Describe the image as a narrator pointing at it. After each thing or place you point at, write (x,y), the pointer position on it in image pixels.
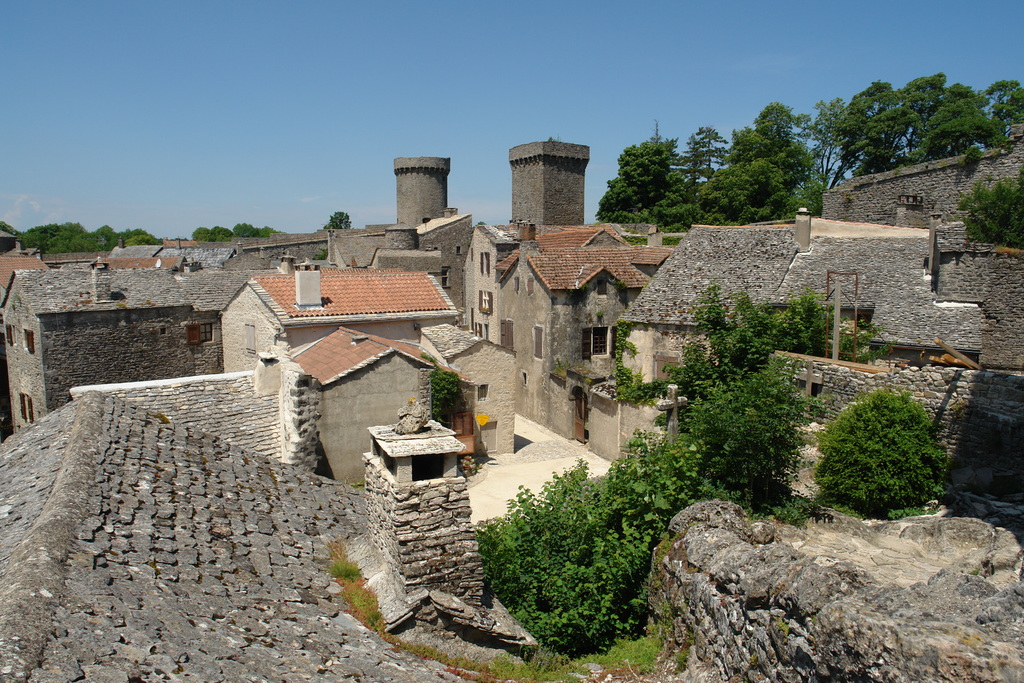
In this image there are houses (480,340) and trees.
